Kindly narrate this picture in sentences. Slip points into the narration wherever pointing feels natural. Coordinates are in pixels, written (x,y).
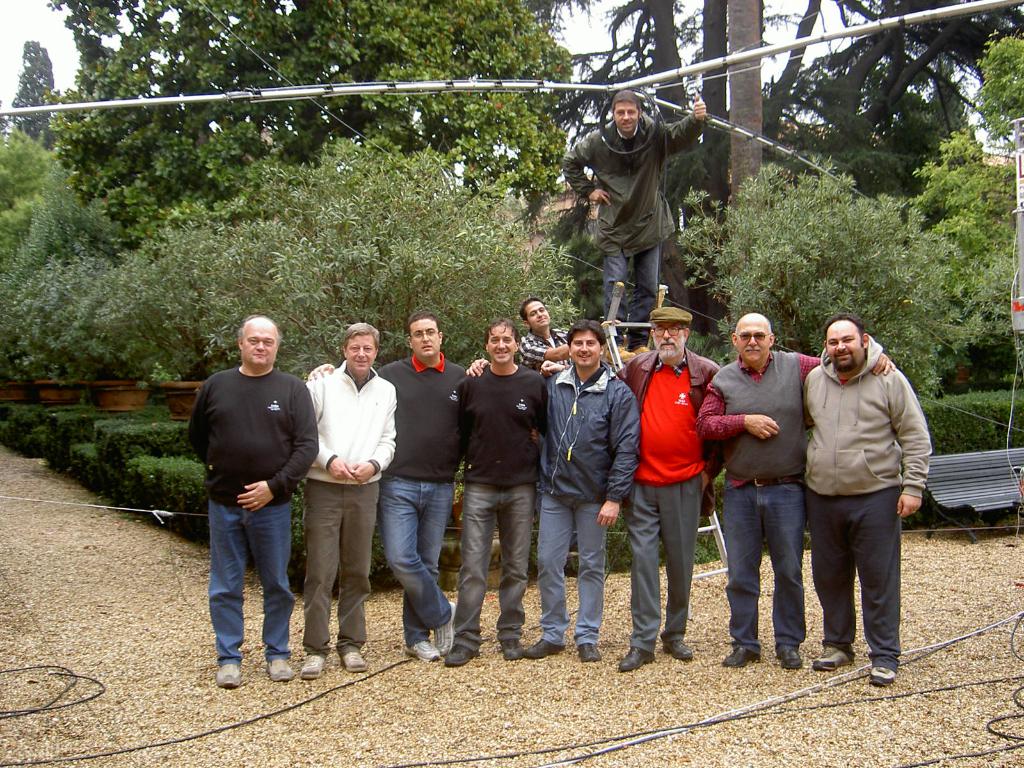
This is an outdoor picture. On the background of the picture (462,137) we can see sky (580,41) and few trees (292,180) and also one man (633,219) standing on the ladder (617,319) and giving a pose to the camera. Here all the men (610,523) are standing side by side and giving a nice still to the camera. Few men (434,410) are laying their hands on the other man shoulders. we can see a man (543,337) at the back of all these men (402,418) and giving a still to the camera. At the right side of the picture (972,483) we can see a bench (974,492) which is black in colour.
